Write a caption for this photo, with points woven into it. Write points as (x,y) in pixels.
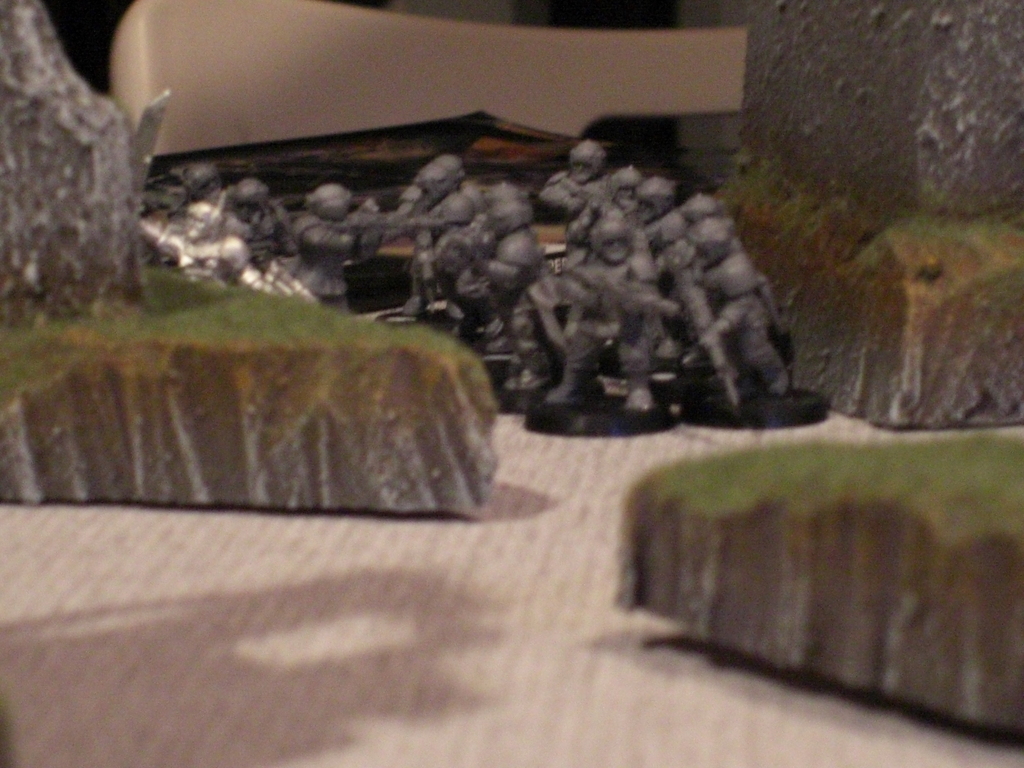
In this image we can see the toys (659,377) and also the rocks (892,489). We can also see an object (428,70). At the bottom (292,624) we can see the surface (570,684).
